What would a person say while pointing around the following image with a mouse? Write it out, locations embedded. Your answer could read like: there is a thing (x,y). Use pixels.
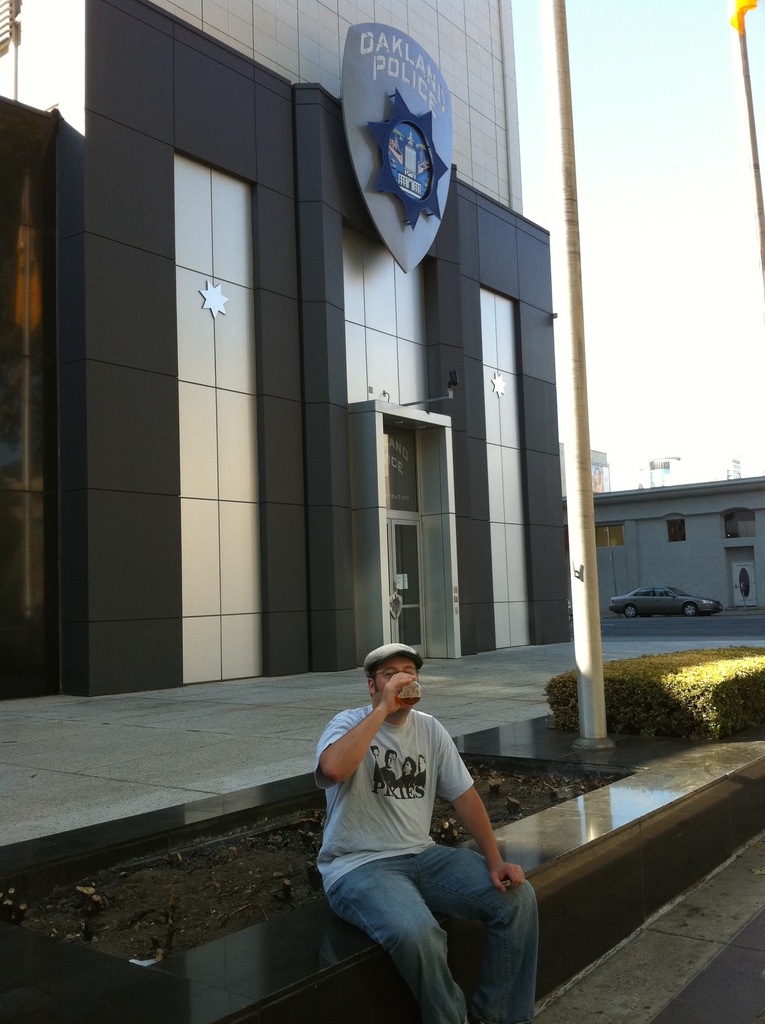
In this image I can see at the bottom (380,934) a man (440,878) is sitting and drinking, in the middle (435,644) there is a building (351,394), on the right side (613,685) there are bushes (692,686). At the back side (688,608) there is a car (676,610), in the right hand side (678,218) top there is the sky (696,99).
